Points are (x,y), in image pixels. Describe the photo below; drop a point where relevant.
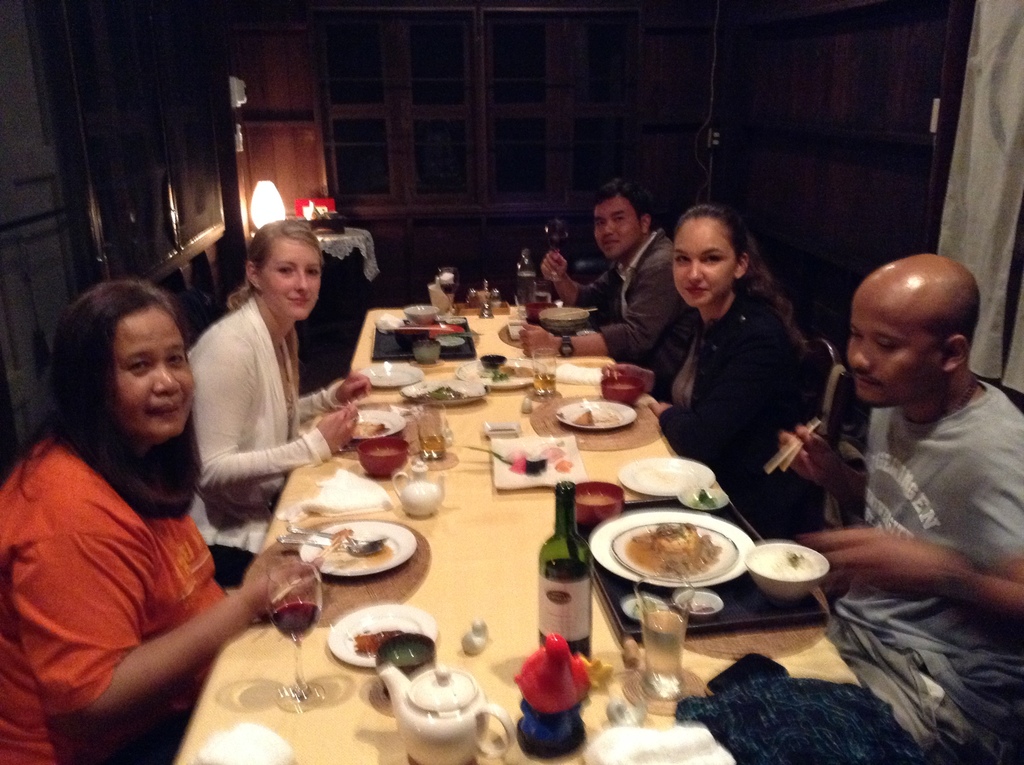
A group of five people (235,294) are having their dinner (509,379) at a dining table (484,578).
